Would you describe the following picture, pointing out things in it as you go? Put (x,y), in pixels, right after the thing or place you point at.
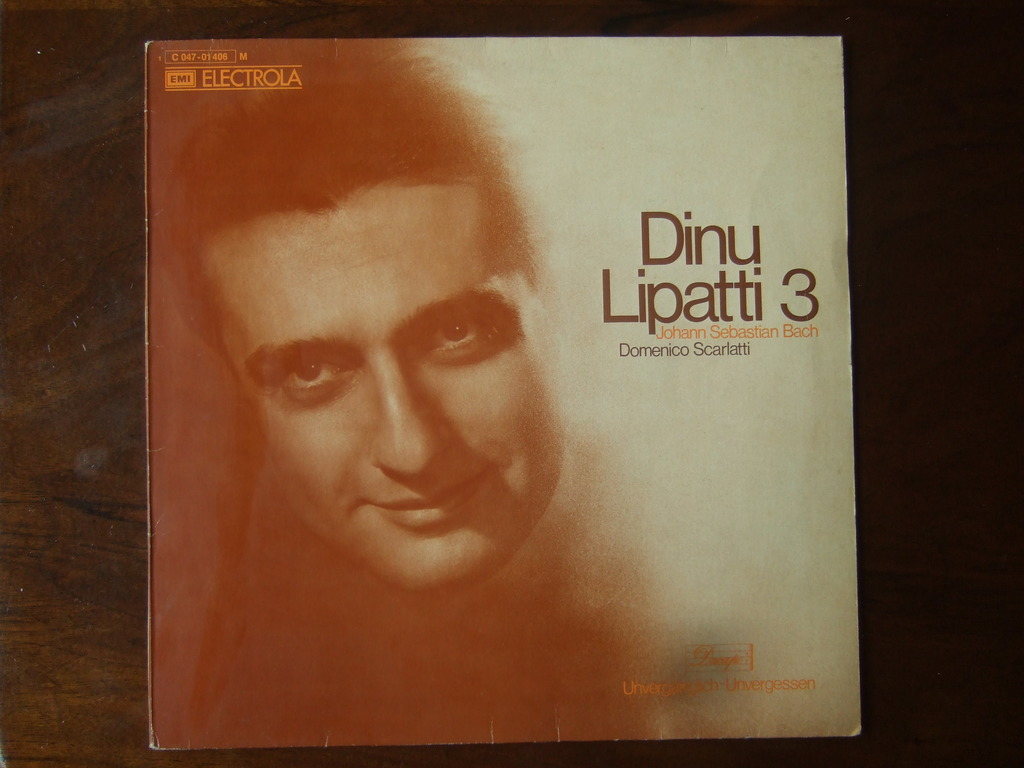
In this picture we can see book cover (269,385) on an object (11,683). On the book cover (350,201), there are words (185,55) and an image (295,281) of a person's face (309,282).
